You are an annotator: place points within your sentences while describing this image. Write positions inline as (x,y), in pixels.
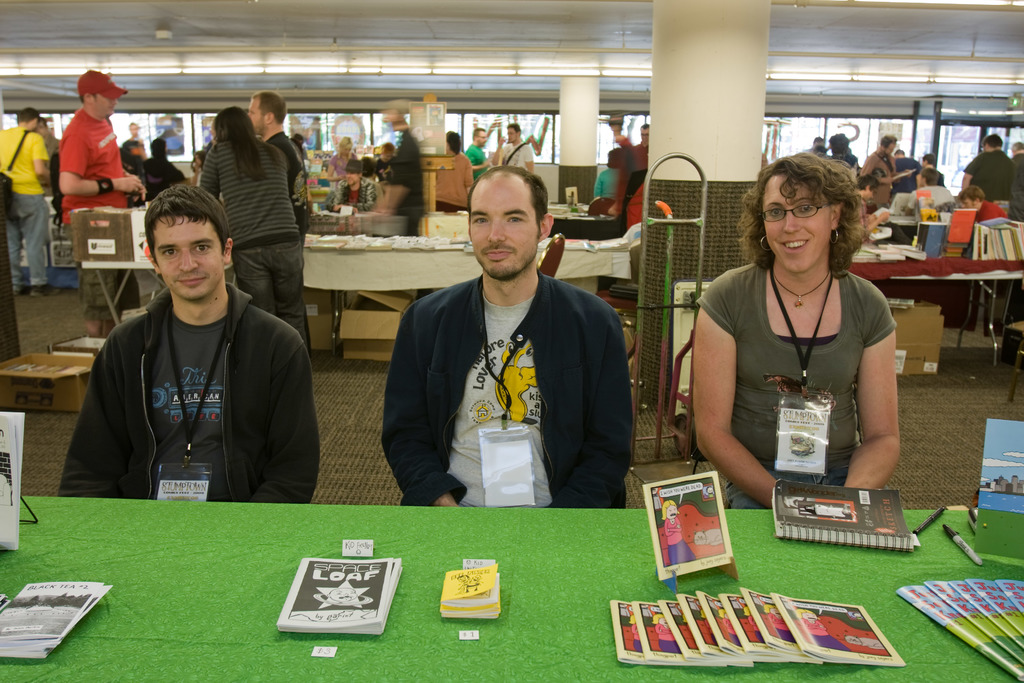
In this picture there are two men (532,299) and a woman (814,363) sitting on the chair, smiling and giving a pose to the camera. In the front (394,530) there is a green table (552,641) with some books (621,607). Behind there are many books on the table (444,236) and some people (243,145) standing and discussing.
